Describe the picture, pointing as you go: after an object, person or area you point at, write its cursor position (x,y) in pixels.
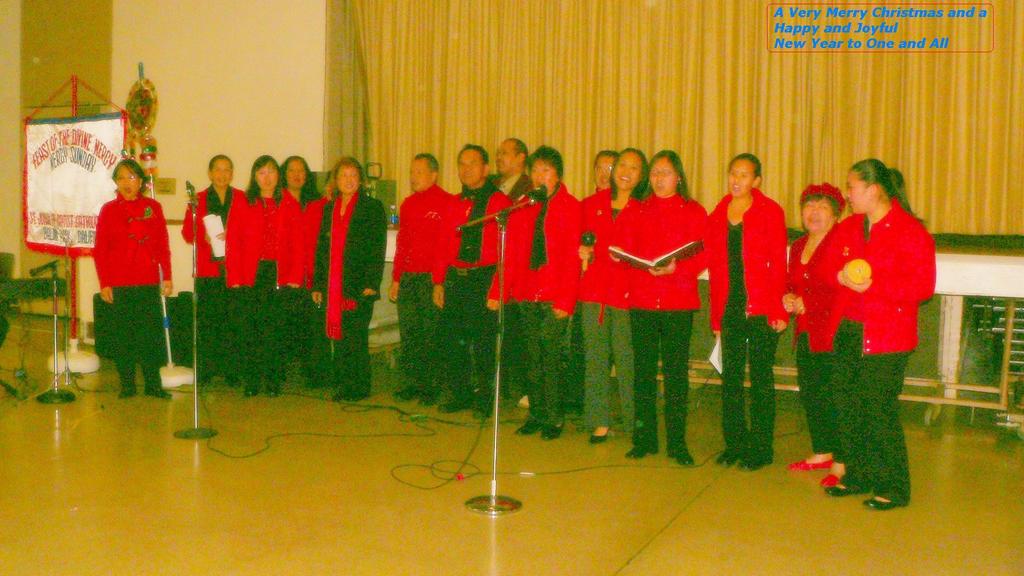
In this image there are a few people (474,313) standing and few are holding some objects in their hand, in front of them there are mics (55,400). Beside them there is a banner (126,112) with some text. In the background (605,44) there is an object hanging on the wall (132,64), curtains (971,217) and some text (906,15).
